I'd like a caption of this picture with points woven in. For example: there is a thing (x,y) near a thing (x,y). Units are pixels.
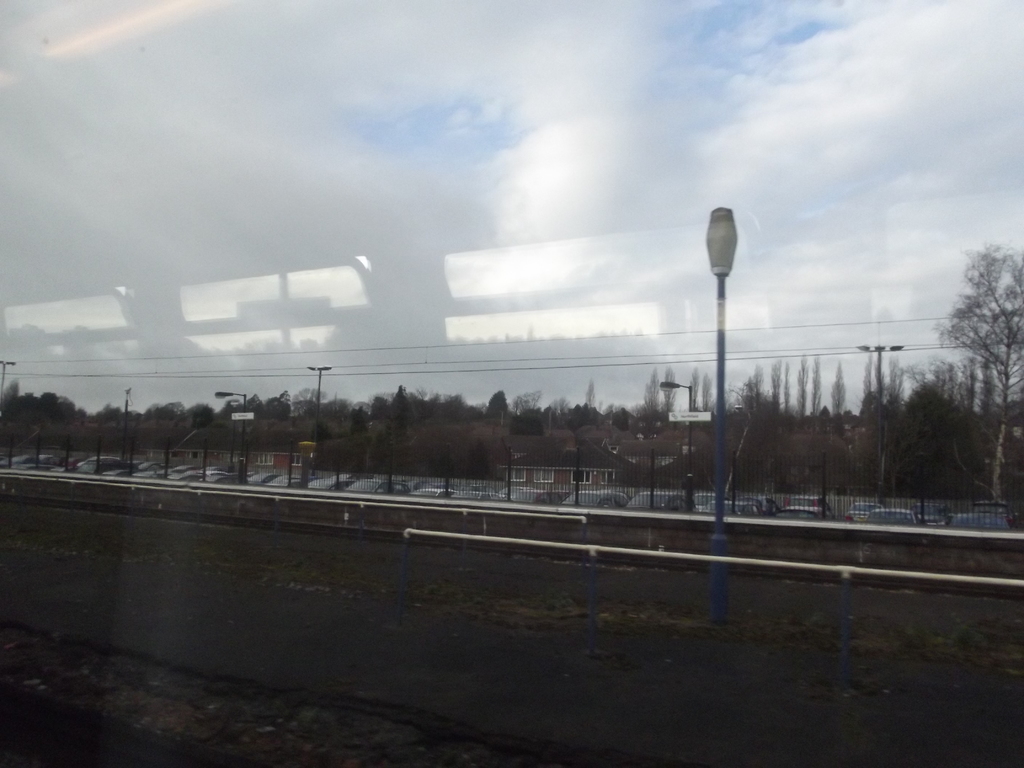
In the foreground of this picture (317,264) we can see the glass (125,268) and through the glass (787,303) we can see the sky (317,116) which is full of clouds (525,130) and we can see the lamp posts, metal rods (677,479), trees (366,412), houses (278,461) and many other items (693,534).
